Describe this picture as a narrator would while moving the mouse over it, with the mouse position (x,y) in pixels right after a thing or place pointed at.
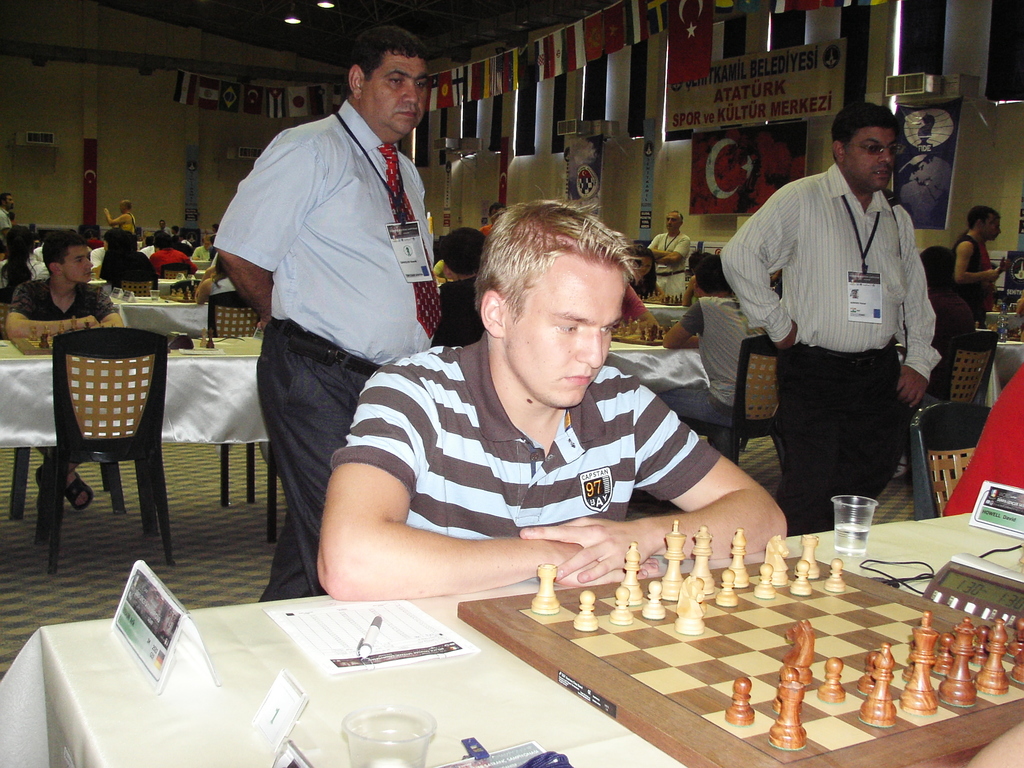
In this picture we can see man (523,412) sitting on chair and in front of him we can see chess board (786,596), glass (857,527), timer (941,588), paper (441,650), pen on table (468,701) and at back of him we can see two persons (309,211) standing and in background (176,260) we can see some more persons (83,315) and tables (152,323), wall (176,136), banners (671,47).
